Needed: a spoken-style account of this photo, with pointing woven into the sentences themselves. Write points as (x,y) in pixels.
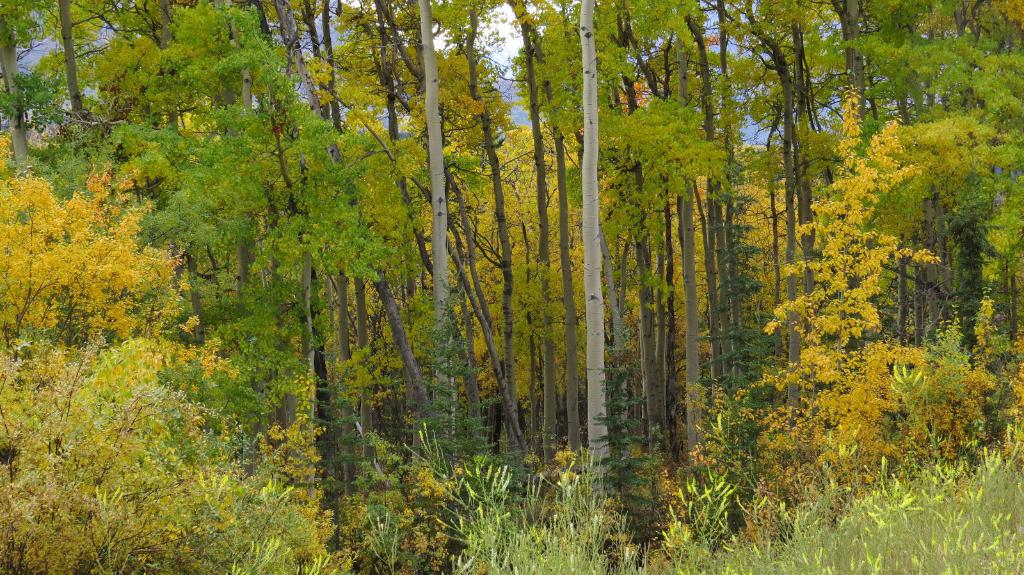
There are plants (569,561). Which are having leaves (354,517). In the background (1016,263), there are trees (420,37).
